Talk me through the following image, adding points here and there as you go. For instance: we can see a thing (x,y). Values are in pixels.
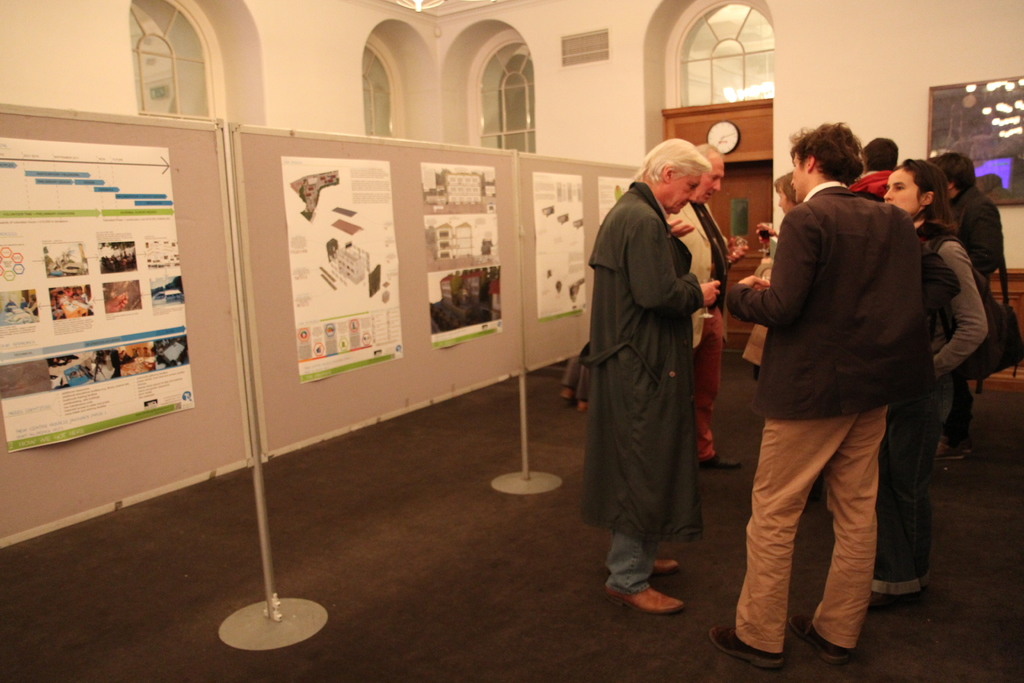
In this image we can see a group of persons (698,315) standing. Beside the persons (614,265) we can see a board (511,223) on which few papers (83,296) are attached. At the top (192,68) we can see a wall (805,64) and glasses (746,96). Behind the persons (713,164) we can see a wall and a clock (732,130). On the right side of the image (1005,119) we can see a frame (998,133) on the wall (833,81).
